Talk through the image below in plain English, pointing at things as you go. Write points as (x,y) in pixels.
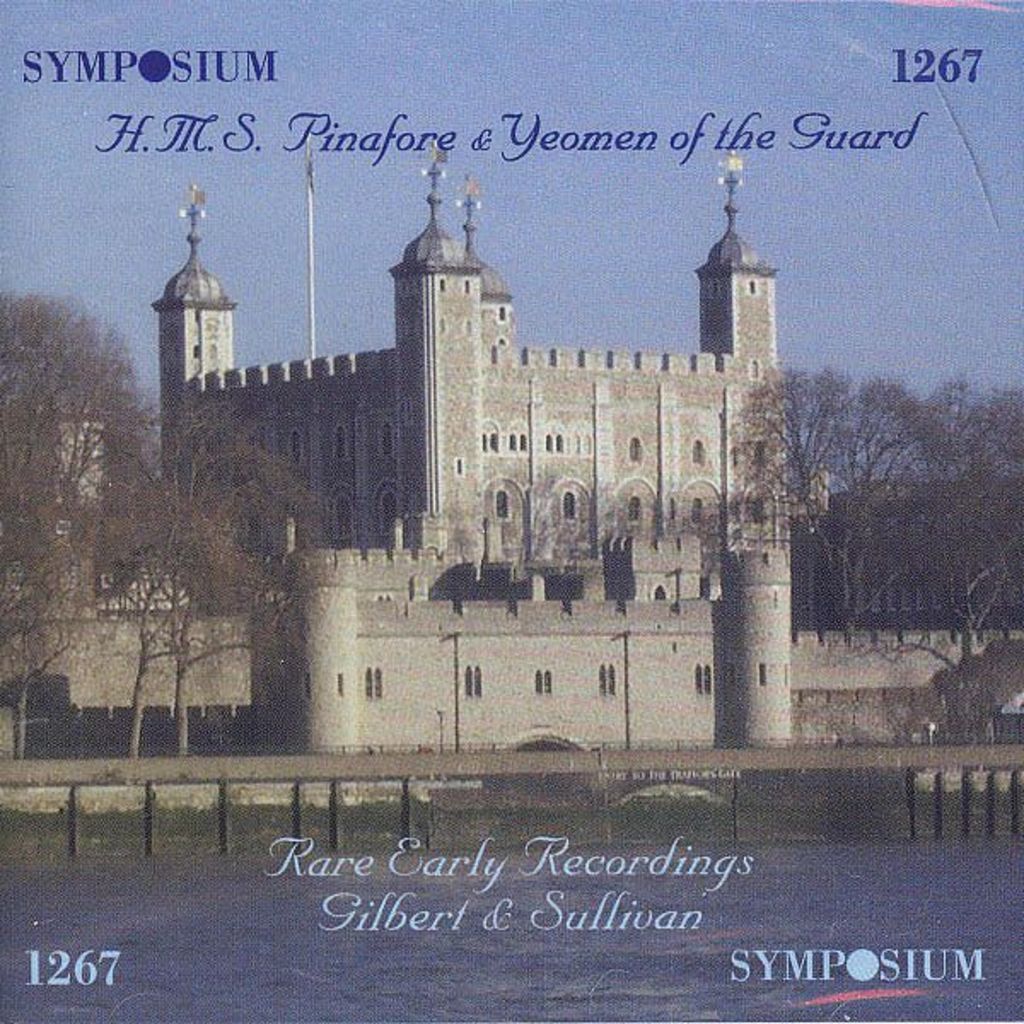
In this picture we can see water (220,932), bridge (567,785), buildings (541,678), grass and trees (782,413). We can see text (412,855) and sky (458,22).
